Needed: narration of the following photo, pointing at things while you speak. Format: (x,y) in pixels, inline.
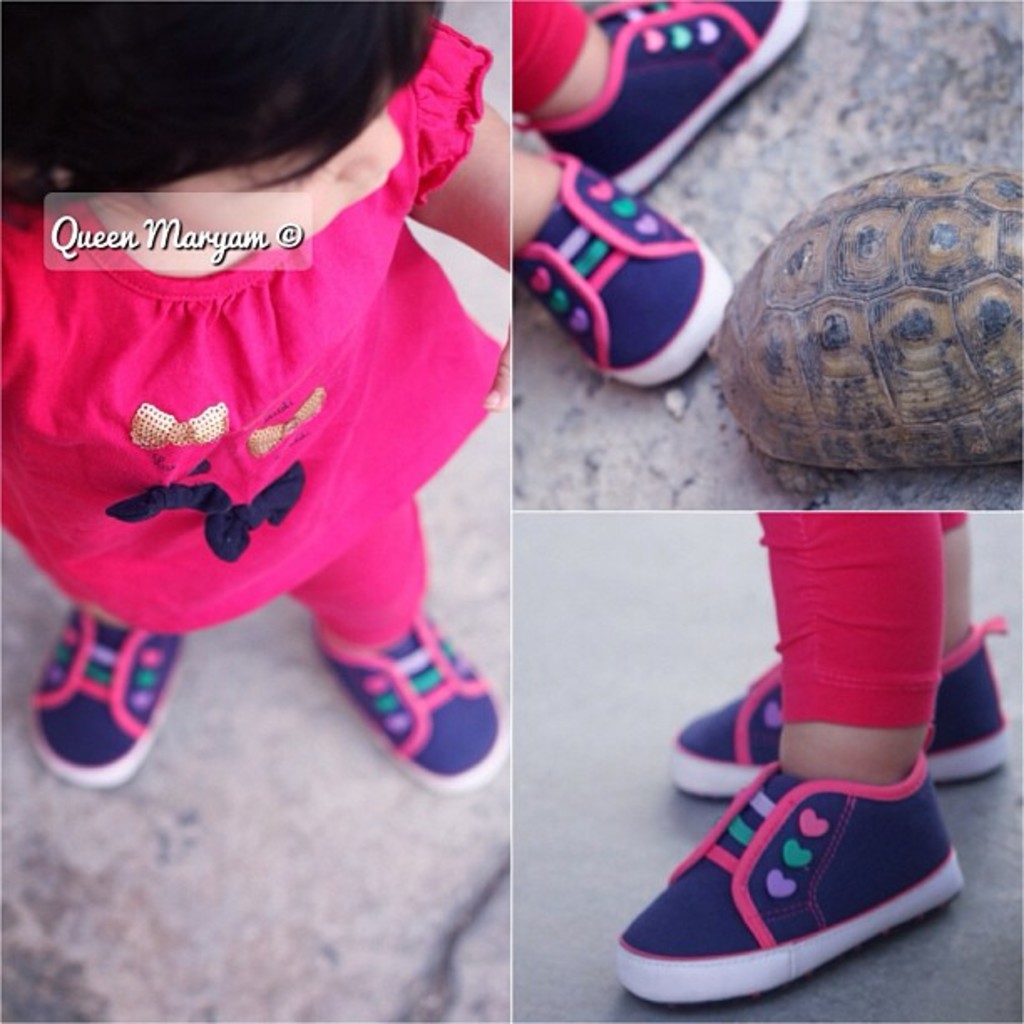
This picture is a collage of three images. In the first image there is a girl (172,411) wearing a pink color dress (172,461) and standing on the floor (229,829). In the second image there are legs (637,222) of the girl (633,179) and the tortoise (878,328) here. In the third picture we can observe shoes (733,752) of the girl (893,544).
